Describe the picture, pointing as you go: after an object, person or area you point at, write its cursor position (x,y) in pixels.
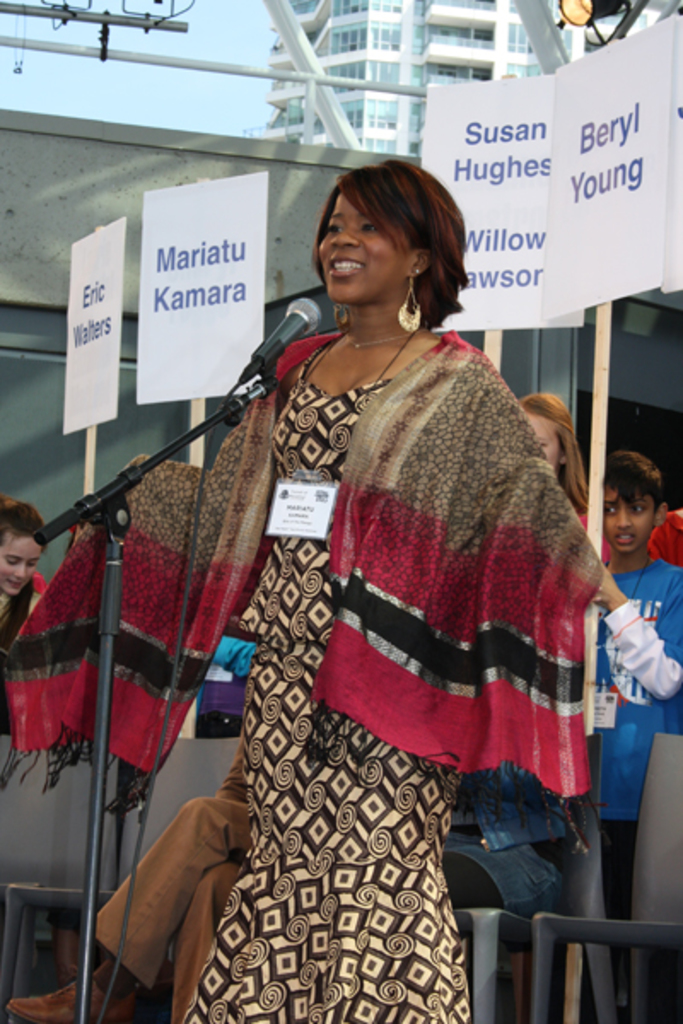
In this picture there is a woman (339,208) who is wearing earring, scarf (474,553) and dress (326,850). She is smiling, she is standing near to the mic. Behind her there is a man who is sitting on the chair (486,936). At the back (13,576) we can see many peoples (18,514) were holding the boards (98,395). At the top (344,65) i can see the building (344,65). In the top left (222,31) there is a sky (228,24).
